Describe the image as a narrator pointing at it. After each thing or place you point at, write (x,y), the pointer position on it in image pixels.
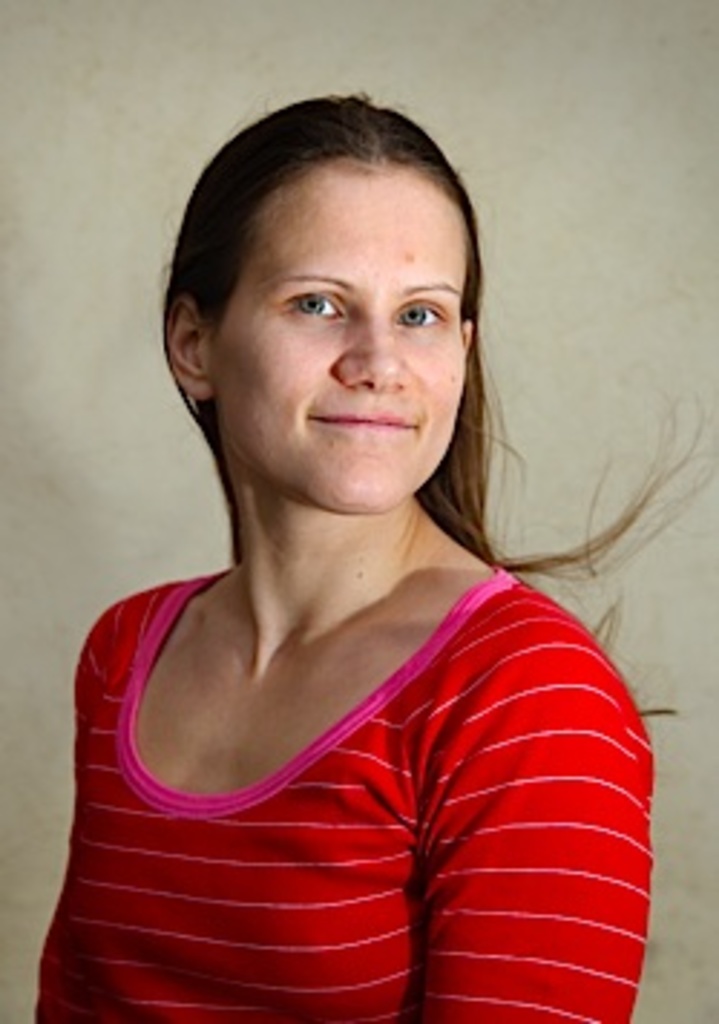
In the center of the image (399,589) there is a lady (355,530). In the background of the image (514,80) there is wall (500,122).
